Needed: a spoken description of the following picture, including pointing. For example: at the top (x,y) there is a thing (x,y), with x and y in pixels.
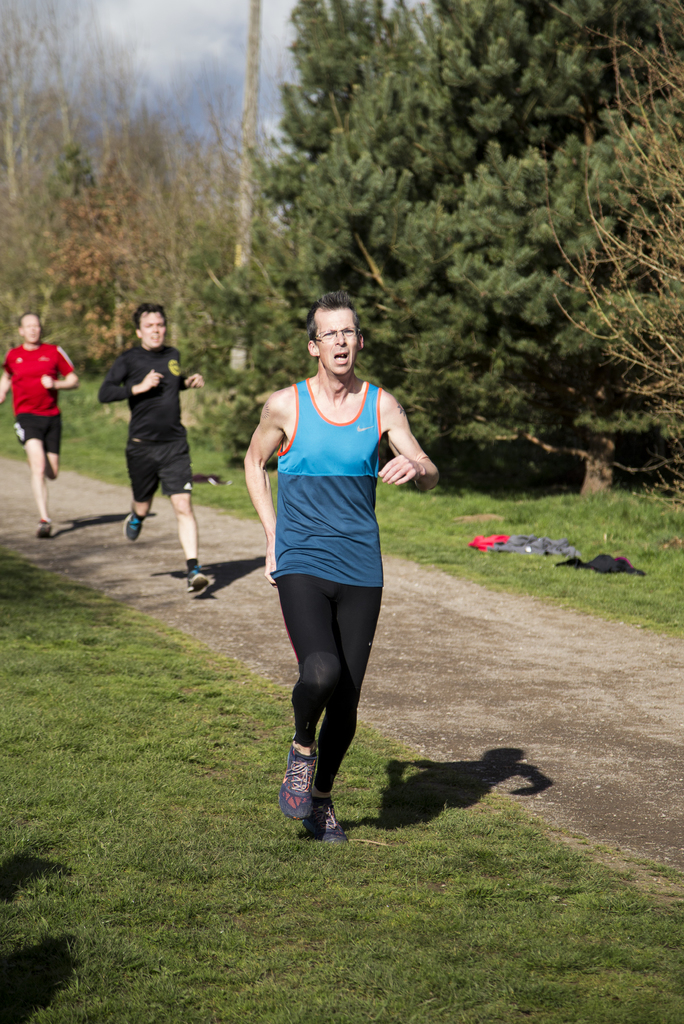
In this picture I can see few men (150,498) running and I can see trees (217,285), grass (105,995) and few clothes (558,542) on the ground (579,516) and a cloudy sky (188,68).
